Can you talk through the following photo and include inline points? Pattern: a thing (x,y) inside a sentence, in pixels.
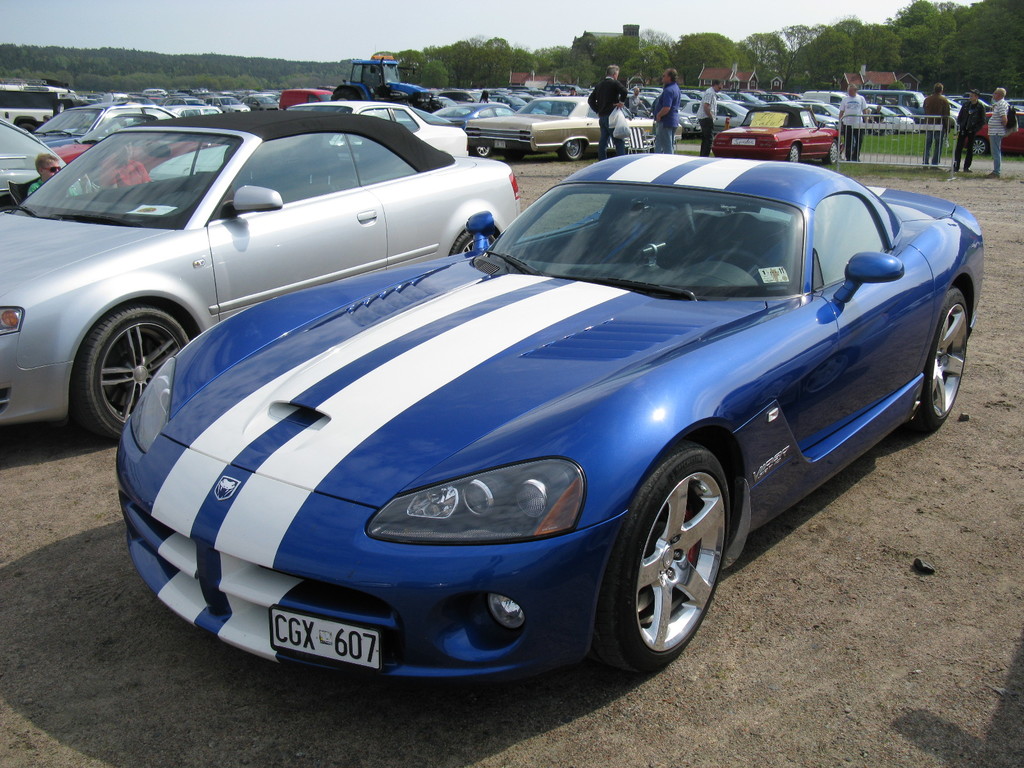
In this image we can see group of vehicles (642,185), persons (931,141) and a barrier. Behind the vehicles (499,141) we can see a group of trees (175,66). At the top (412,25) we can see the sky (443,30).
